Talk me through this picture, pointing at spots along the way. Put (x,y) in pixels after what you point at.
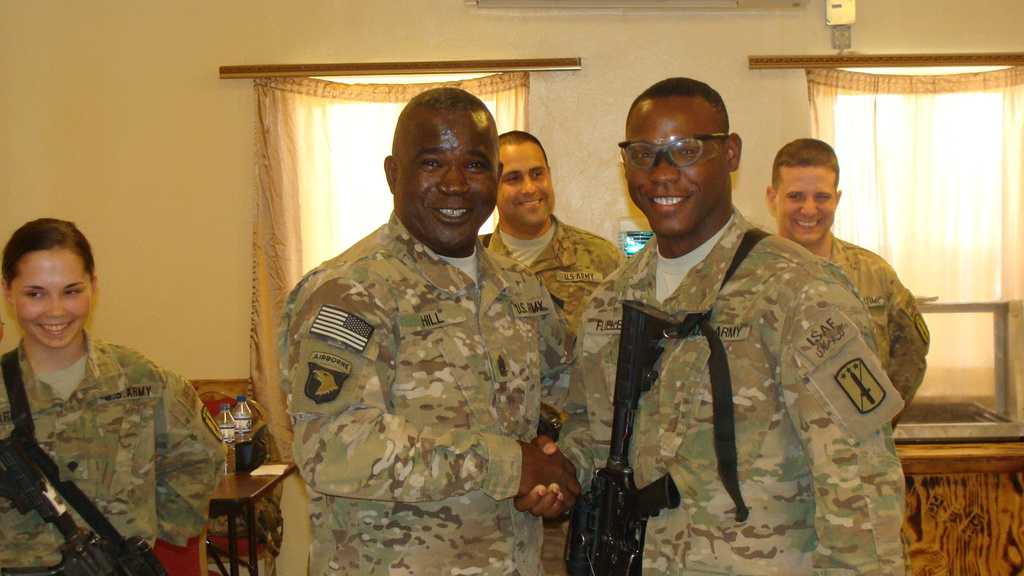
On the left side (79,401), there is a woman (97,355) in a uniform (103,443), smiling and standing. In the middle of the image (415,252), there are two persons (754,487), smiling, standing and shaking hands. In the background (810,189), there are other two persons (810,189), smiling and standing, there are two curtains (945,81) and there is a wall (106,160).
